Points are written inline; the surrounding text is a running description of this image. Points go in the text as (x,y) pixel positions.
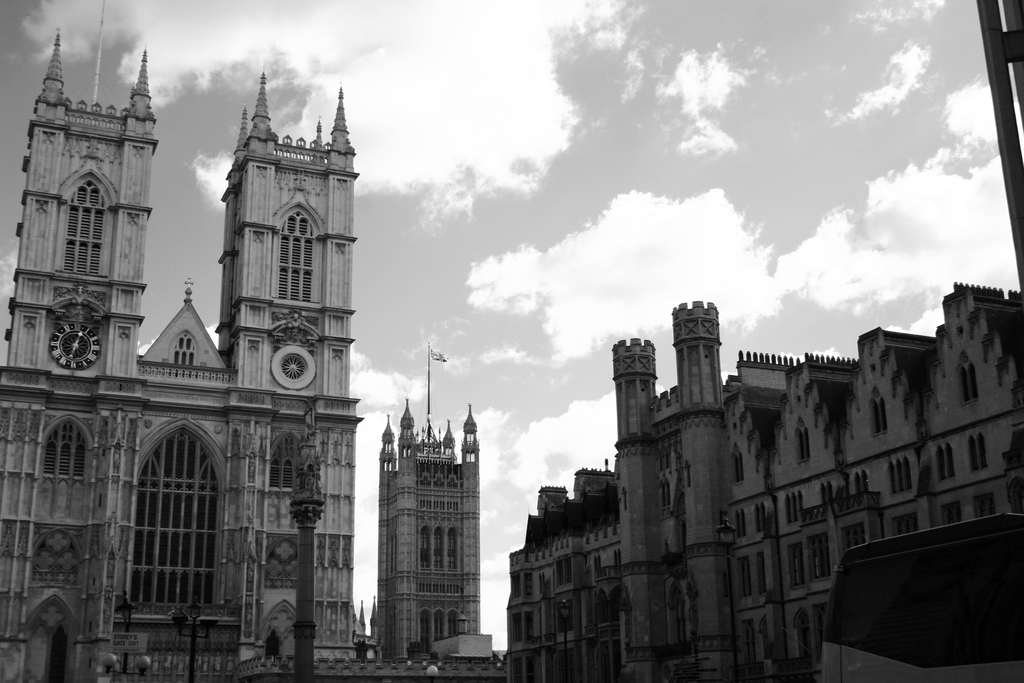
In this there are buildings (410,575). On the left side (78,344) there is a clock (74,364) on the pillar (106,348) of the building (62,375) and the sky (558,191) is cloudy.
